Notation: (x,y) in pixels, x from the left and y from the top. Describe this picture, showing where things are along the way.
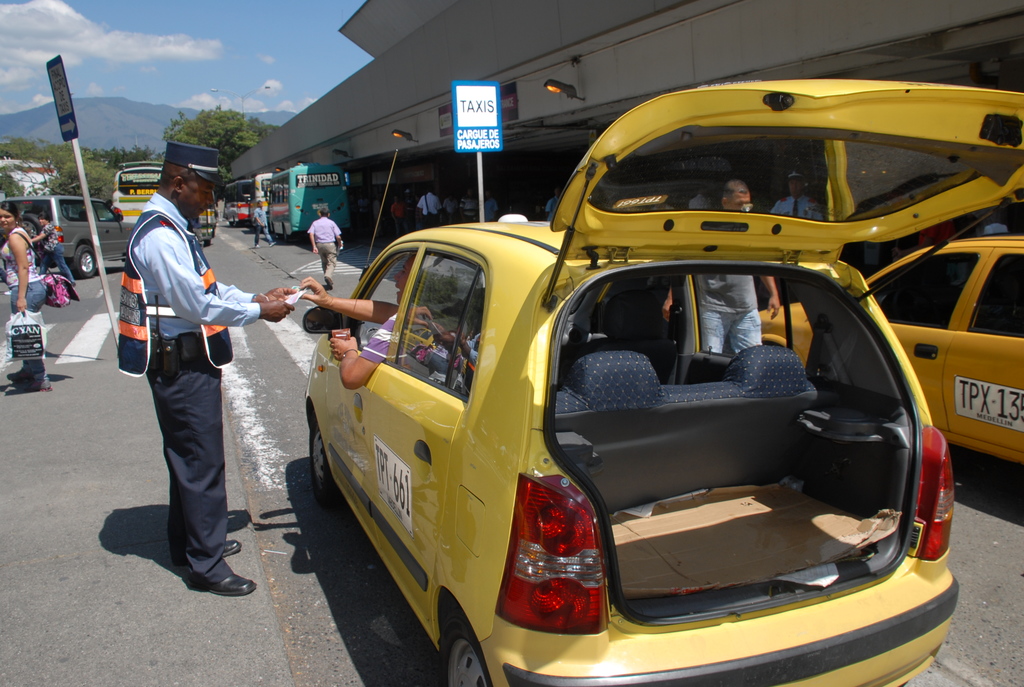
At the top (208,43) we can see a sky (172,31) with clouds (148,46). here we can see few vehicles (288,194) on the road (320,273). Few persons (330,219) are walking and we can see a yellow cars (525,338) in which one man (381,344) is sitting and showing a license (301,296) to the traffic policeman (125,347) who is standing beside to the car (362,435). Here we can see board (496,94), lights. This is a road (301,255). These are trees (226,116).
